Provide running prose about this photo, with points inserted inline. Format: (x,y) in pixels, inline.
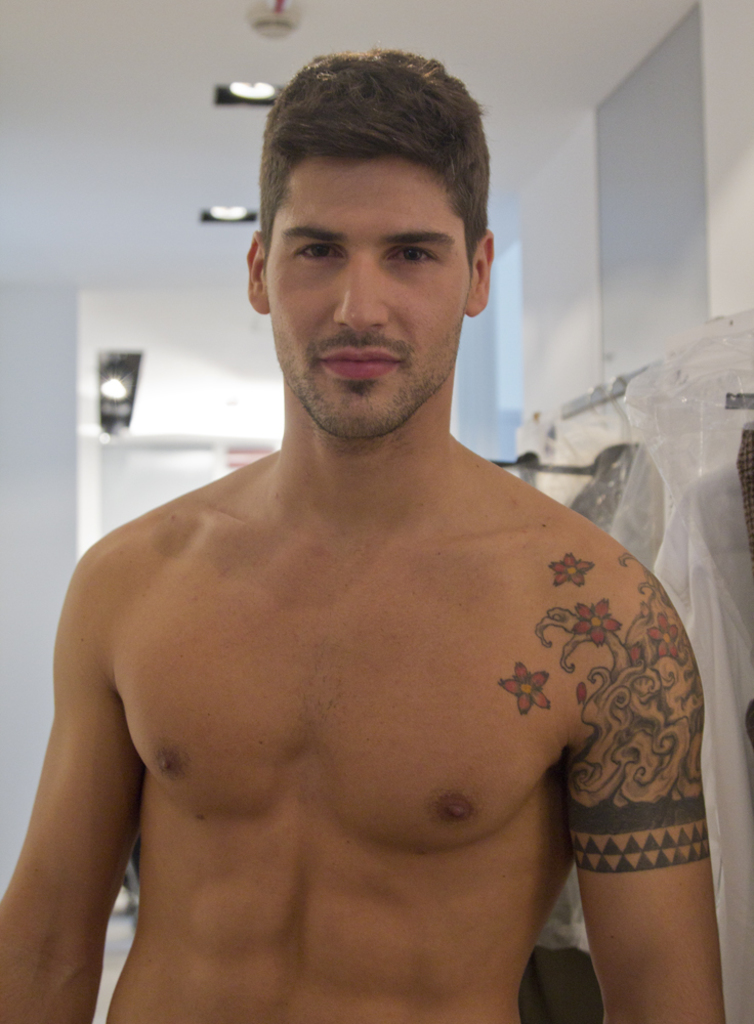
In this image, we can see a man (411,605) is watching. On his arm (639,802), we can see a tattoo (608,767). Background (27,528) we can see wall (42,506), few objects (748,531), cover (730,372), ceiling (155,243) and lights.
